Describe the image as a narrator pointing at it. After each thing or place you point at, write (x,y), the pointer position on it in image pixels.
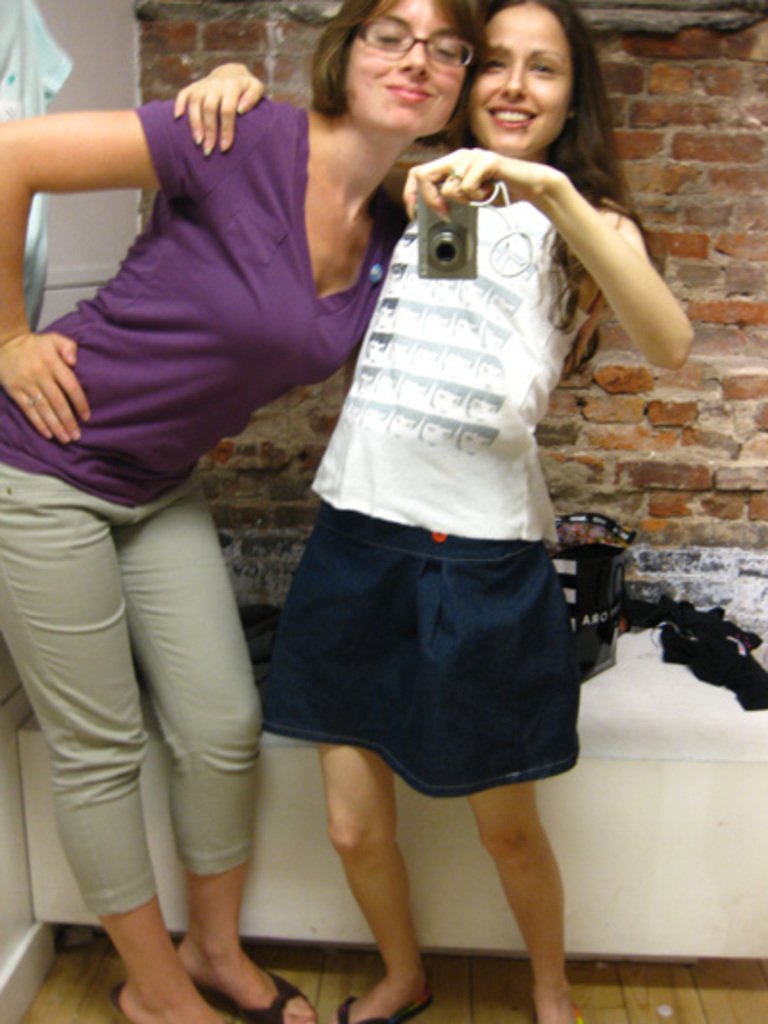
In this image we can see two women (396,699) holding each other. In that woman (441,485) is holding a camera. On the backside (718,441) we can see some objects (613,574) placed on the table (637,704) and a wall (707,445).
